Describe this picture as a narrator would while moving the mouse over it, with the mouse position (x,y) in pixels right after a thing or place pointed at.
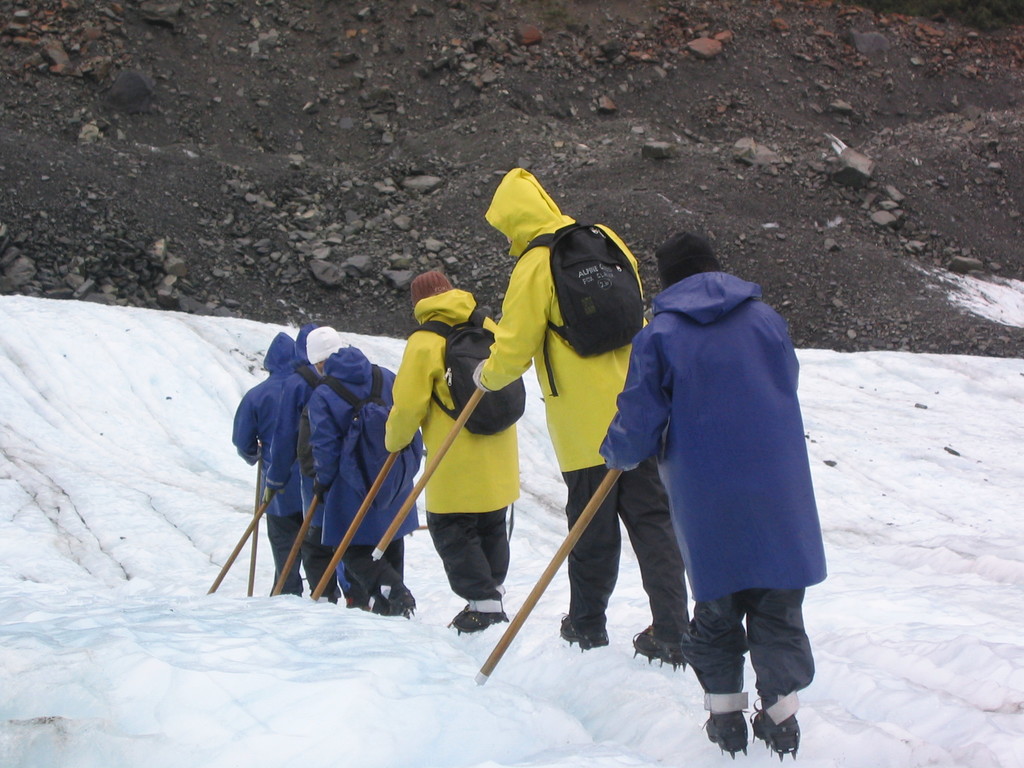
In the image we can see there are people (492,494) who are wearing jackets (746,490) and they are walking on the snow (570,671) by holding sticks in their hand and carrying backpacks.
